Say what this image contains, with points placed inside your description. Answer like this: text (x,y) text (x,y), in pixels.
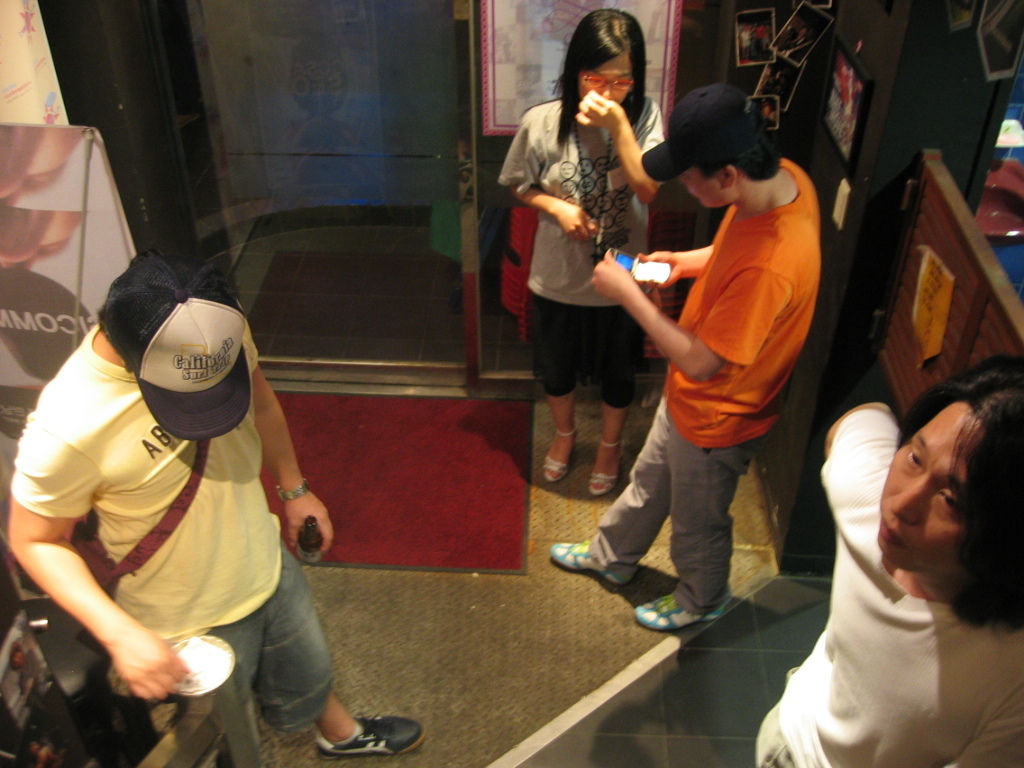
In the image in the center (653,509), we can see a few people (633,565) are standing and they are holding some objects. In the background (461,47) there is a wall (861,315), glass (360,5), board (494,70), mat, banners (500,80), notes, photo frames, collection of photos (799,48) and a few other objects (949,211).
